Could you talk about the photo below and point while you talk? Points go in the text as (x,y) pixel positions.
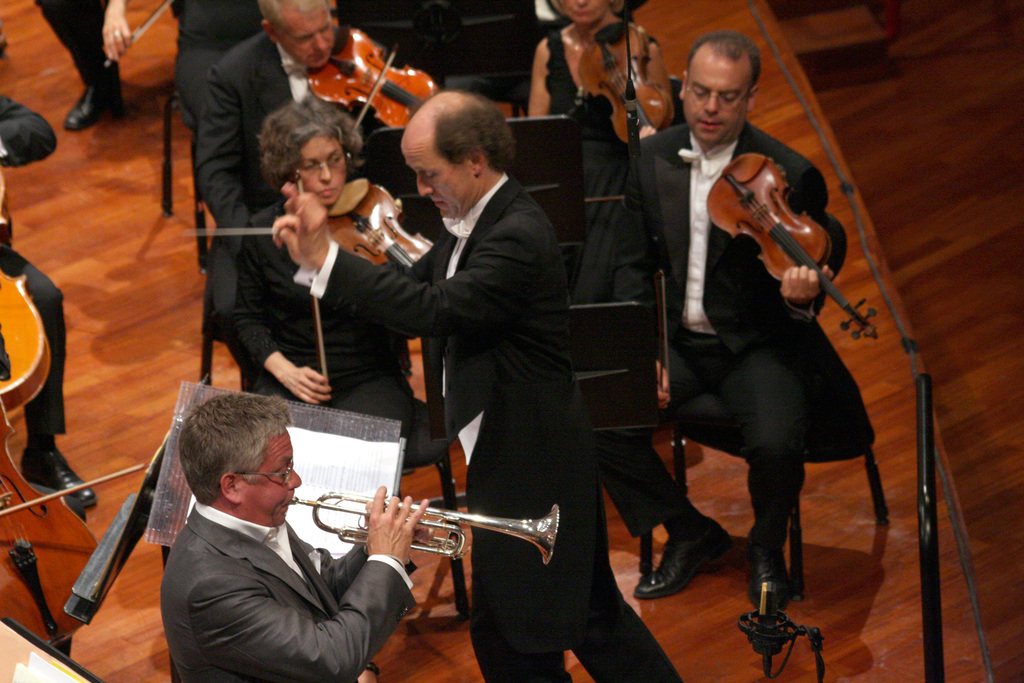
As we can see in the image there are few people (229,473) playing different types of musical instruments (727,212).
